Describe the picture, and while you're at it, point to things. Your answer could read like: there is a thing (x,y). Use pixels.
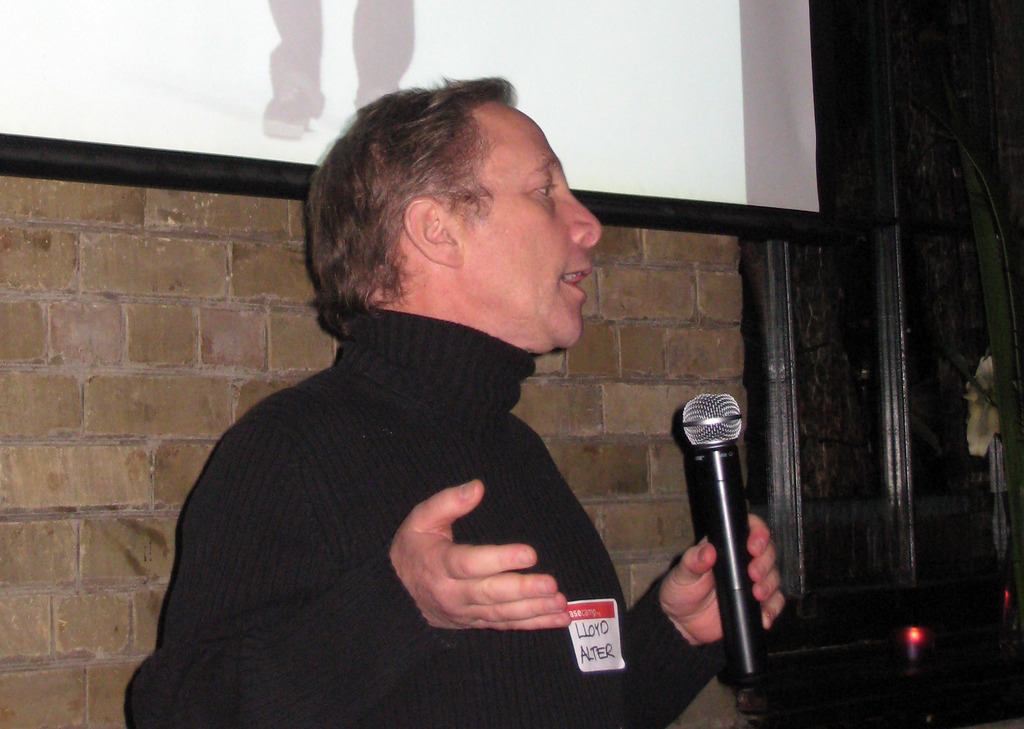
In this image I can see a person (541,249) standing wearing black shirt (449,469), holding microphone (699,476). Background (109,346) I can see a frame (117,144) attached to the wall (105,281) and the wall (143,356) is in brown color.
